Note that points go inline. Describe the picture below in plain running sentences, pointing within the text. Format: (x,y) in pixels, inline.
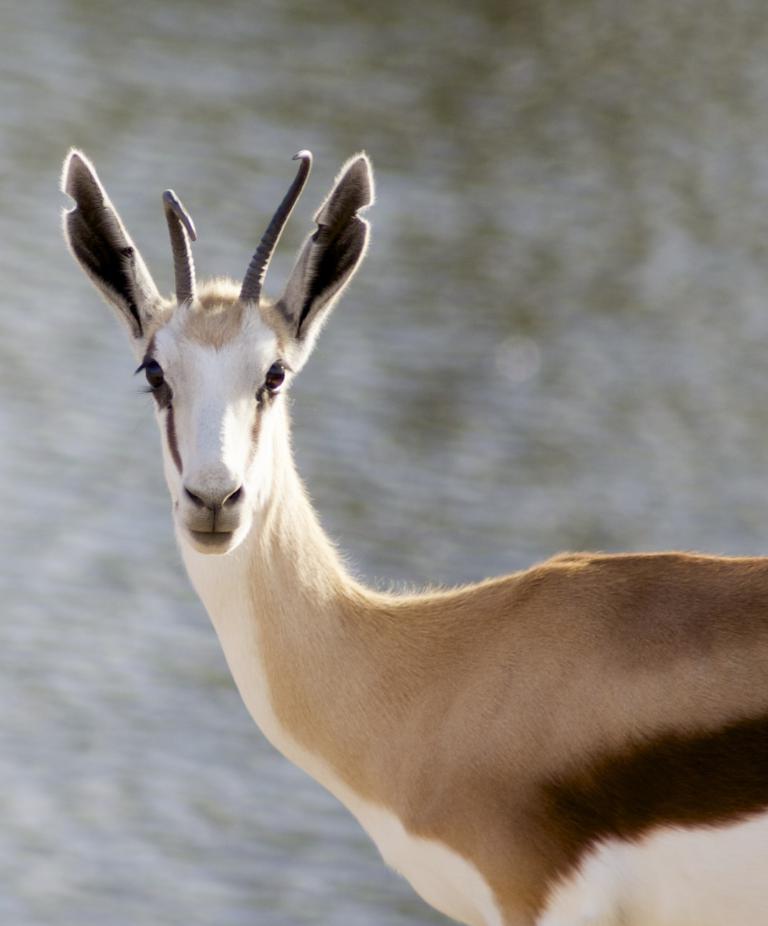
In the center of the image (452,616) an animal (319,626) is present. In background (326,408) the image is blur.
